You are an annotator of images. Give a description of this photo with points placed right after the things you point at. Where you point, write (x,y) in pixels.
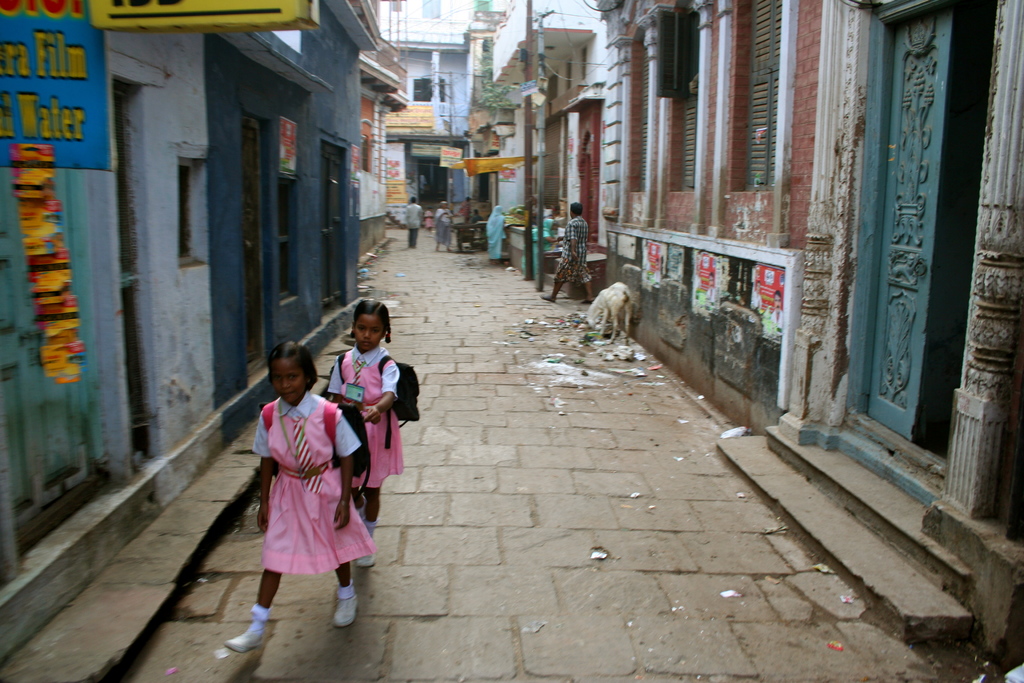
In this picture we can see two girls (394,377) on the path (521,319). There are few houses (517,144) on the right (807,284) and left side of the image (236,390). We can see an animal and other things (571,380) on the path (594,353). There is a pole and a few people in the background (493,251).
